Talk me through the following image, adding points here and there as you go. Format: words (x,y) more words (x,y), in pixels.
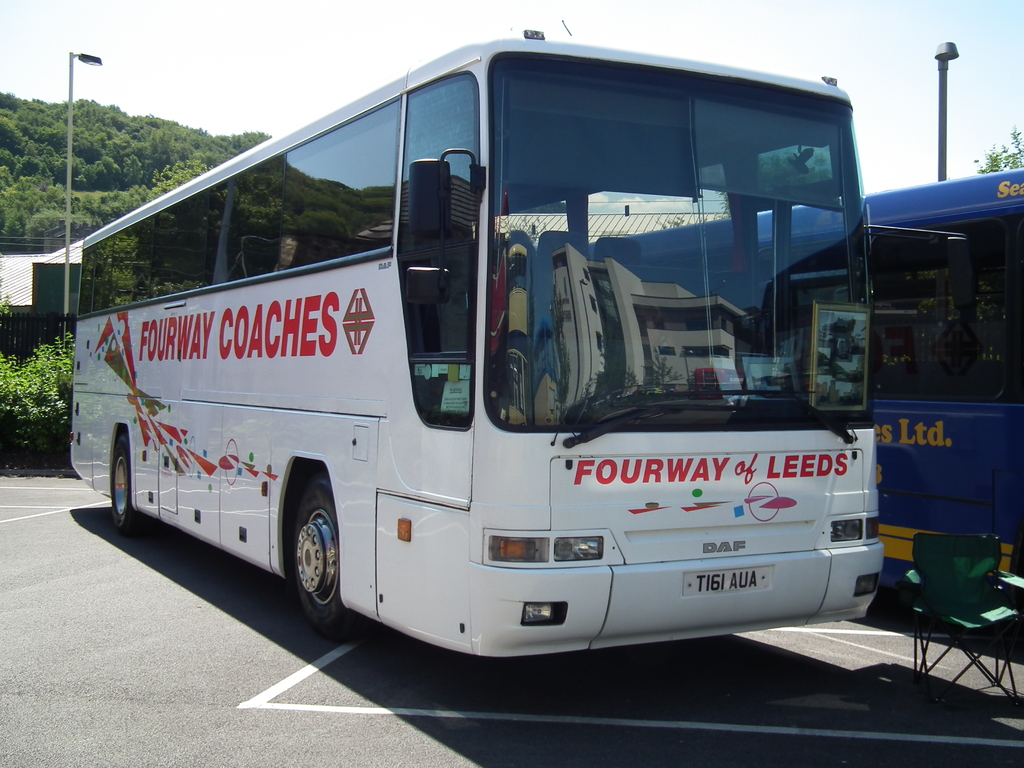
In the picture I can see two buses (570,383) among them the bus (566,307) on the left side (334,349) is white in color. In the background (110,204) I can see street lights (70,107), trees (107,111) and the sky (151,91). I can also see a chair (944,603) on the road (946,663).
